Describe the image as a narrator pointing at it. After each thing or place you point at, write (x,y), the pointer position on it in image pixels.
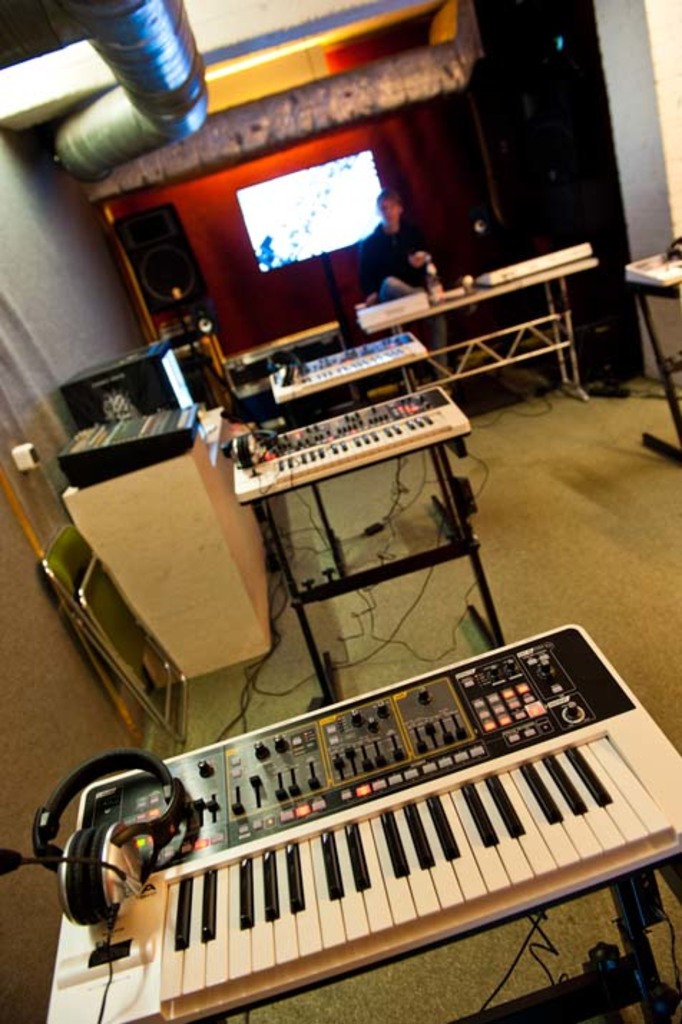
This picture shows couple of musical instruments (307,479) and here we see a piano (125,974) and a person (363,279) Seated on the chair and we see a television (244,193) on his back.
